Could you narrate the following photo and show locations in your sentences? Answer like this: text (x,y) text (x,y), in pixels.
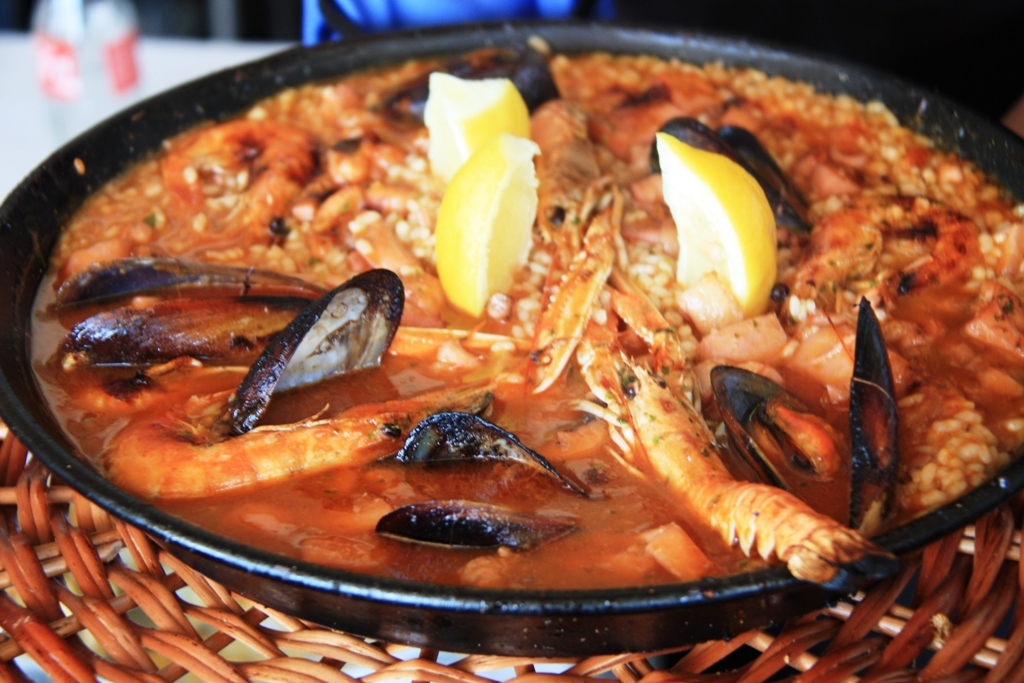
In this image we can see the black color bowl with food item (836,397) is kept on the wooden surface (278,673). The background of the image (51,31) is slightly blurred, where we can see the bottle (127,15) is kept on the white color surface (188,73).
